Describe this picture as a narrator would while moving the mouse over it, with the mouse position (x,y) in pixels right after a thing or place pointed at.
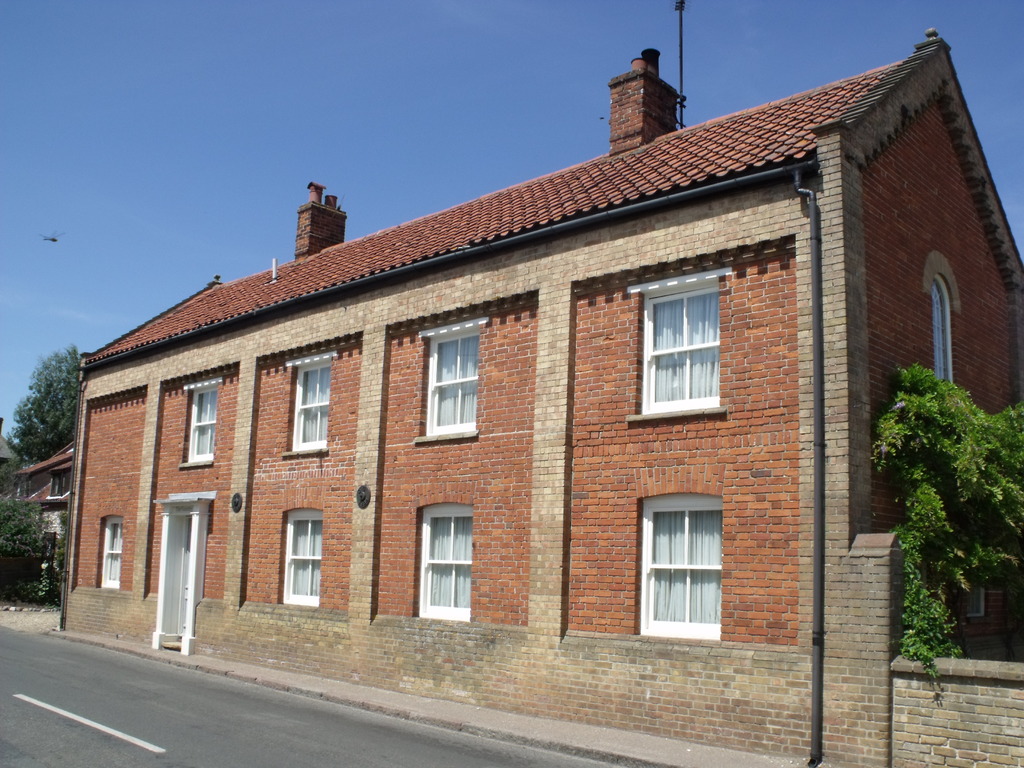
In this picture we can see the buildings (177,398), trees (43,447), windows (290,544), door (171,564), roof (374,233), wall (723,458), pipes (817,460). At the bottom of the image (179,714) we can see the road (144,693). At the top of the image (549,79) we can see the sky (555,89) and pole (679,91).
